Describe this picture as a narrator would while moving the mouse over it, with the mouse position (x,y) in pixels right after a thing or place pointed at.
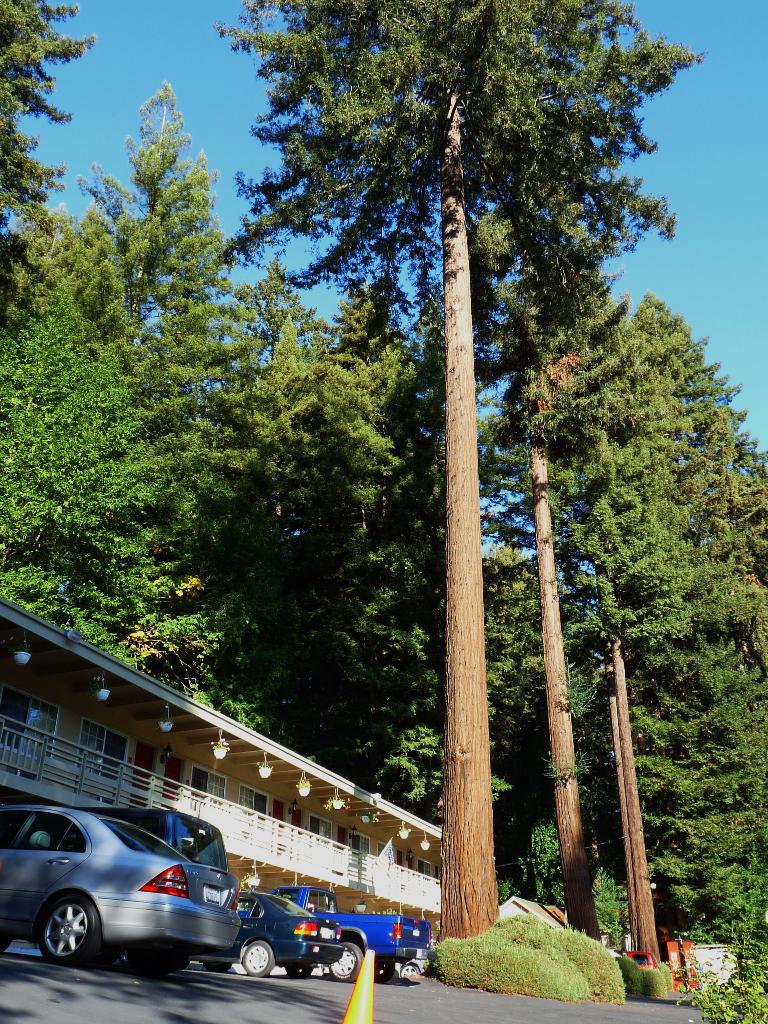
We can see vehicles (295,941) on the surface (623,1013) and we can see plants (477,936). In the background (644,827) we can see building (385,882), trees (452,902) and sky (661,164).
